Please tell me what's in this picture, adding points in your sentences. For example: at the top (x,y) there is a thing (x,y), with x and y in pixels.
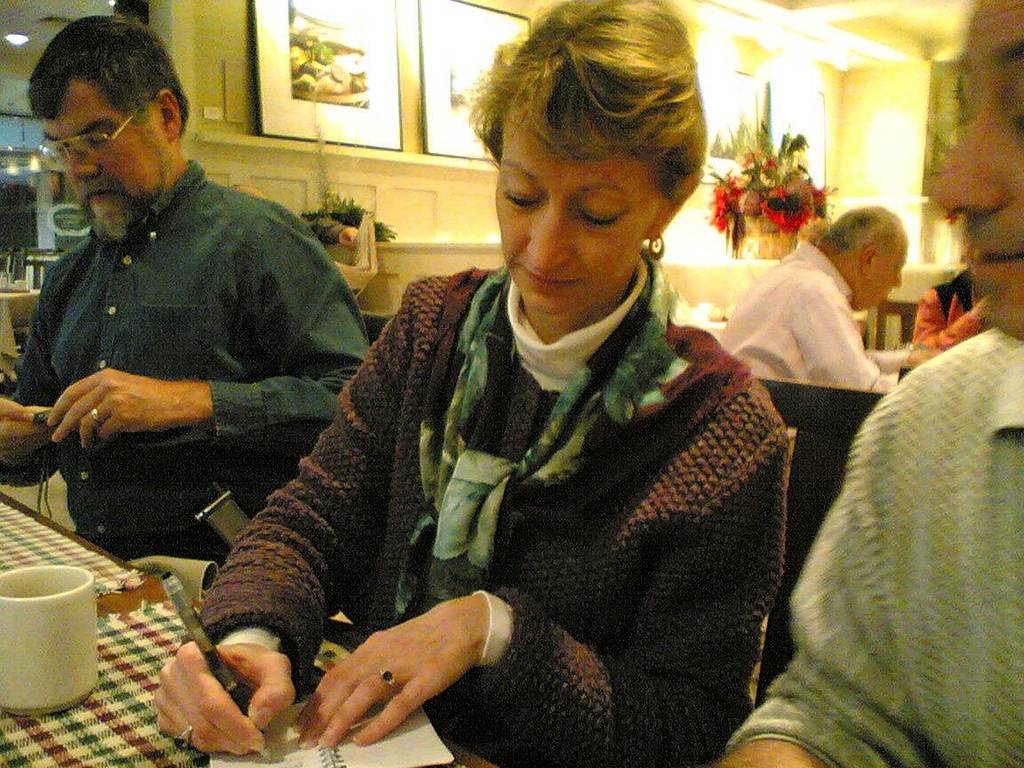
In this image, there are a few people (451,310). We can see a few tables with some cloth (103,661) and objects (305,765) like a cup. We can also see some flower bouquets (781,199). We can see the wall (237,53) with frames (732,108). We can see some wood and objects (32,264) on the left (28,250).
